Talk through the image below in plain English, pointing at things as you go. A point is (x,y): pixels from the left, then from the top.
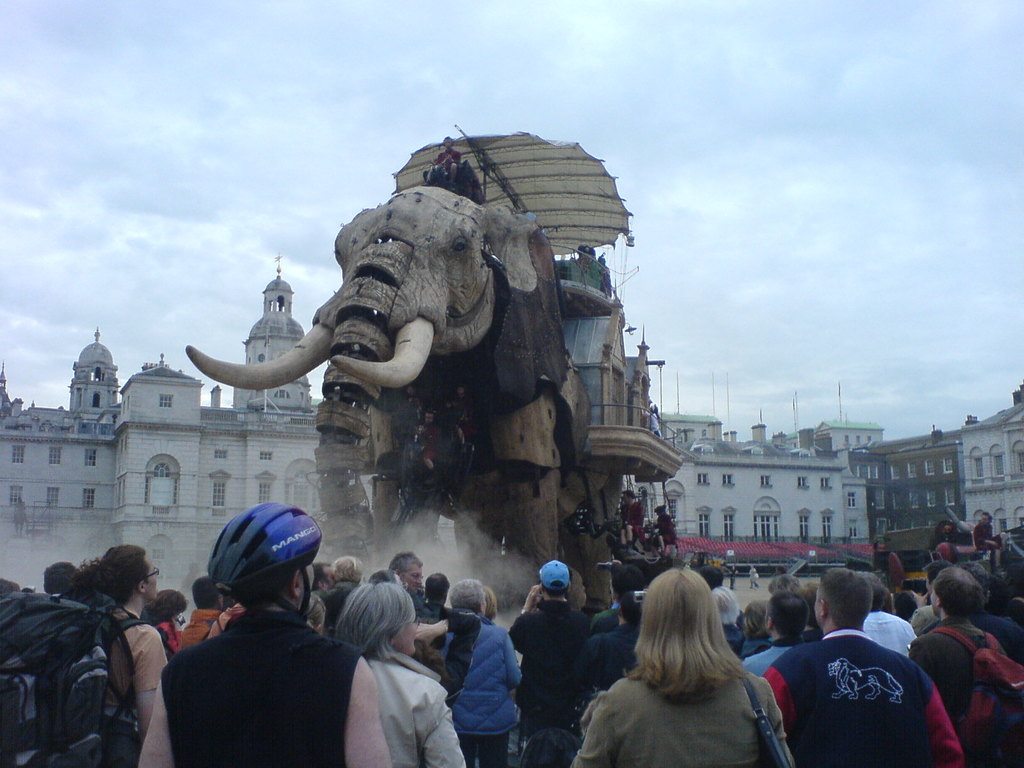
In this image in the center (496,389) there is one elephant (496,389), and at the bottom (349,651) there are a group of people (616,587) standing. And in the background (680,526) there are some buildings (732,494), and in the center (416,491) there are some objects (527,163). At the top (392,138) there is sky (979,181).
